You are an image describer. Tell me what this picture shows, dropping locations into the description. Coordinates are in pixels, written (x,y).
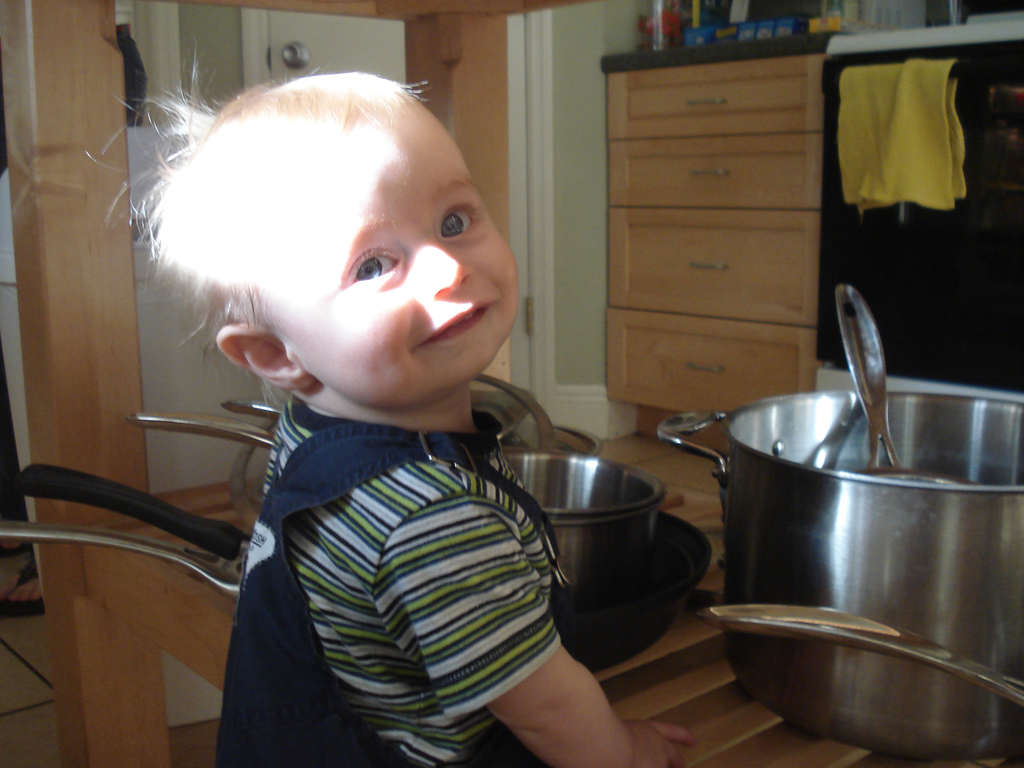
In this image there is a child (372,450) standing on the floor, there are few utensils (709,607) on the shelf (700,661), a cupboard (774,277) with shelves (783,170), a cloth (937,88) to the hanger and some objects (727,31) over the cupboard (741,83) and an oven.
